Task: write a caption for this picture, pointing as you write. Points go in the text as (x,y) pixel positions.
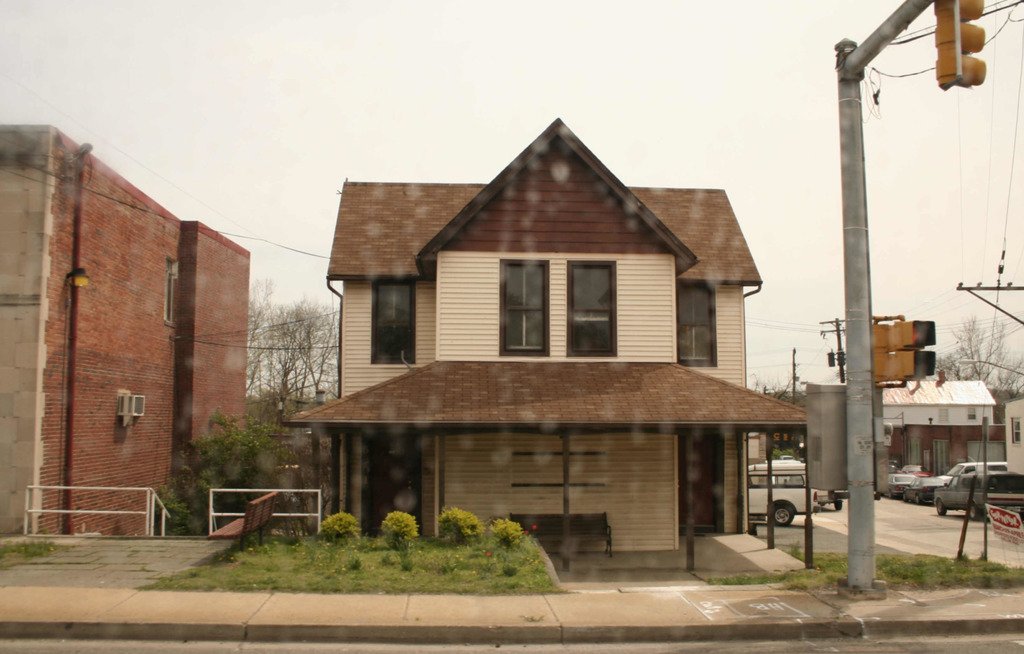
In this picture I can see buildings (516,341), trees (266,373), few plants (396,528) and I can see traffic signal lights (880,347) to the poles (850,454), few cars (955,488) on the road (902,539) and a cloudy sky (659,134).
